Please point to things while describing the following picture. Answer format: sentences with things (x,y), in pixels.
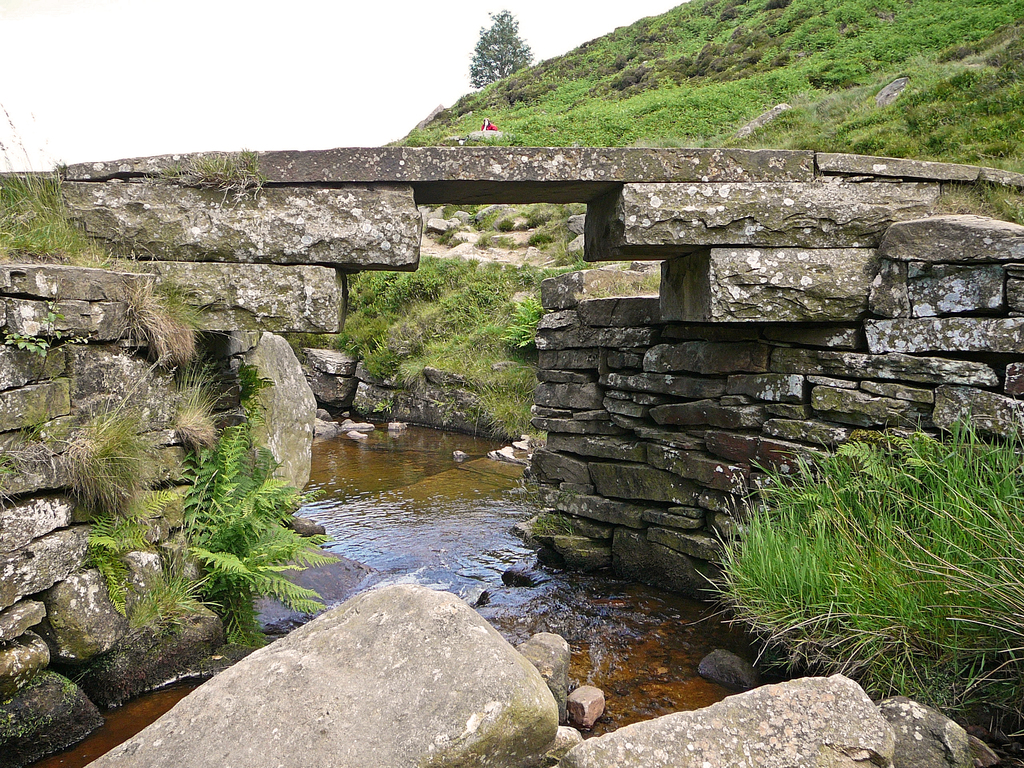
In this picture we can observe some water (388,537). There is some grass (828,150) on the ground (509,95). We can observe a tree (492,50) here. We can observe a stone bridge (771,357) and some rocks (368,693). In the background (294,90) there is a sky (312,67) and a hill (644,69).
